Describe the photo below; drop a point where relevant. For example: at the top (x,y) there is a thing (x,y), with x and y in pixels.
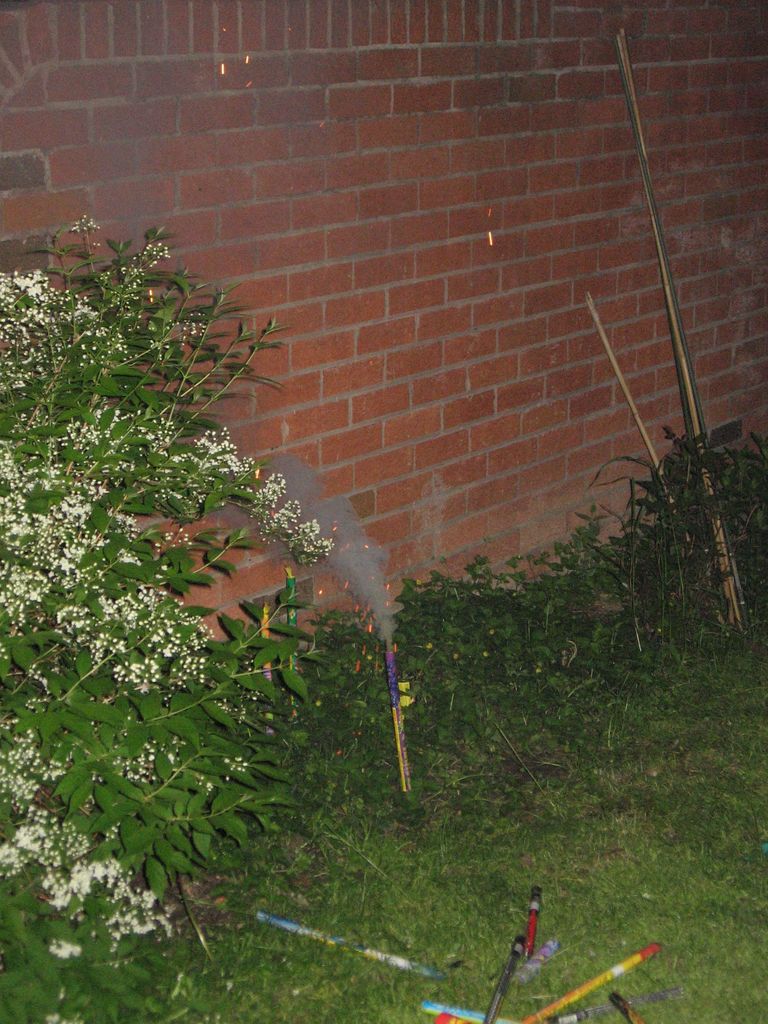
In this picture we can observe some grass (410,866) on the land (431,827). There are some plants (80,393) on the ground (621,850). We can observe smoke (290,472) in this picture. In the background (427,237) there is a red color wall (428,262).
